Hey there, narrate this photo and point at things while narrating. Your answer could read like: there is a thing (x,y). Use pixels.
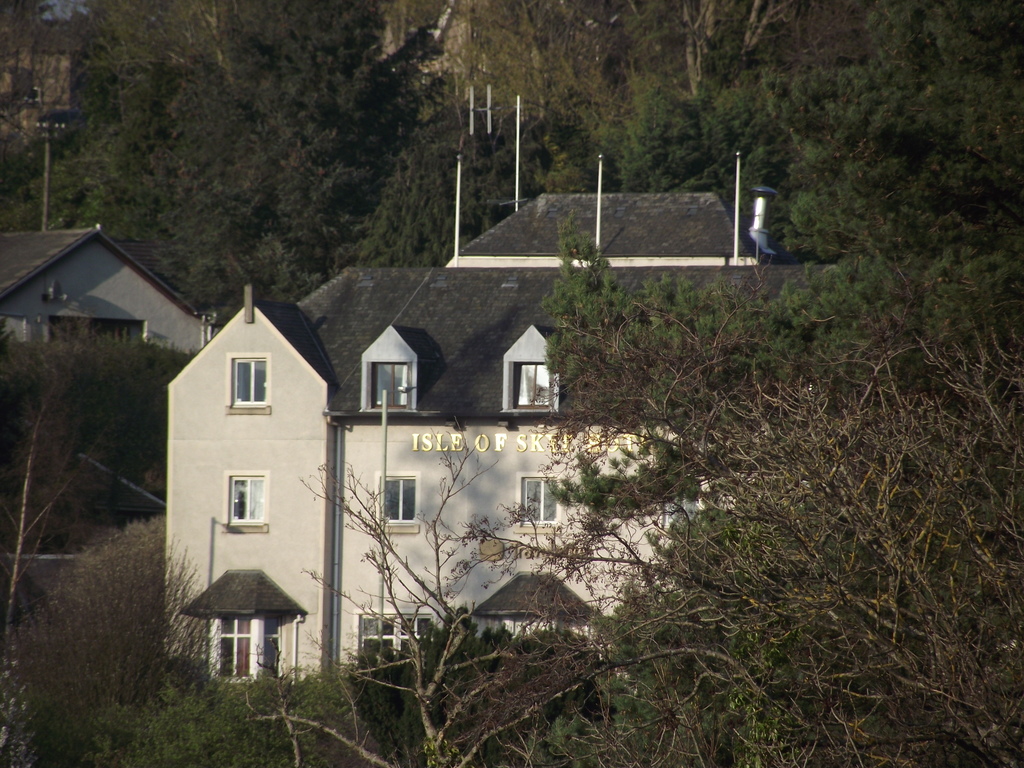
In the foreground of this image (1022,503), there are trees (996,534) around two houses (231,349).
